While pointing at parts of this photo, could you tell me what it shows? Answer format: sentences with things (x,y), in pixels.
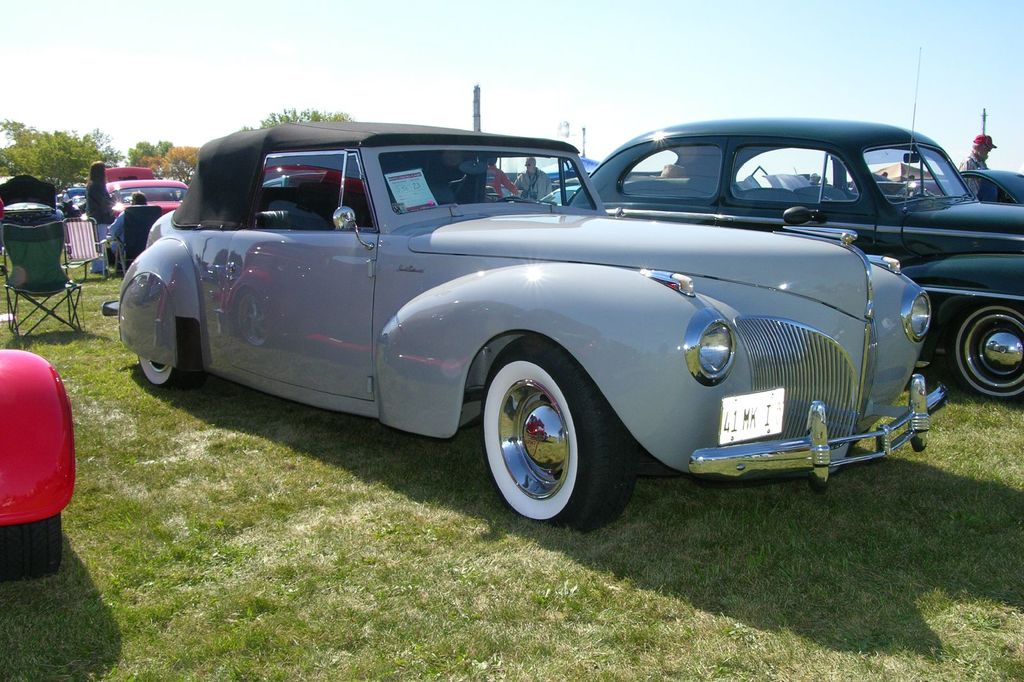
In this image, there are cars (543,224) on the grass (516,555). On the right side of the image (970,156), I can see a person (987,163) standing. On the left side of the image (108,249), there are chairs (41,289). I can see few people (115,217). In the background (65,151), there are trees (65,151) and the sky (381,92).
